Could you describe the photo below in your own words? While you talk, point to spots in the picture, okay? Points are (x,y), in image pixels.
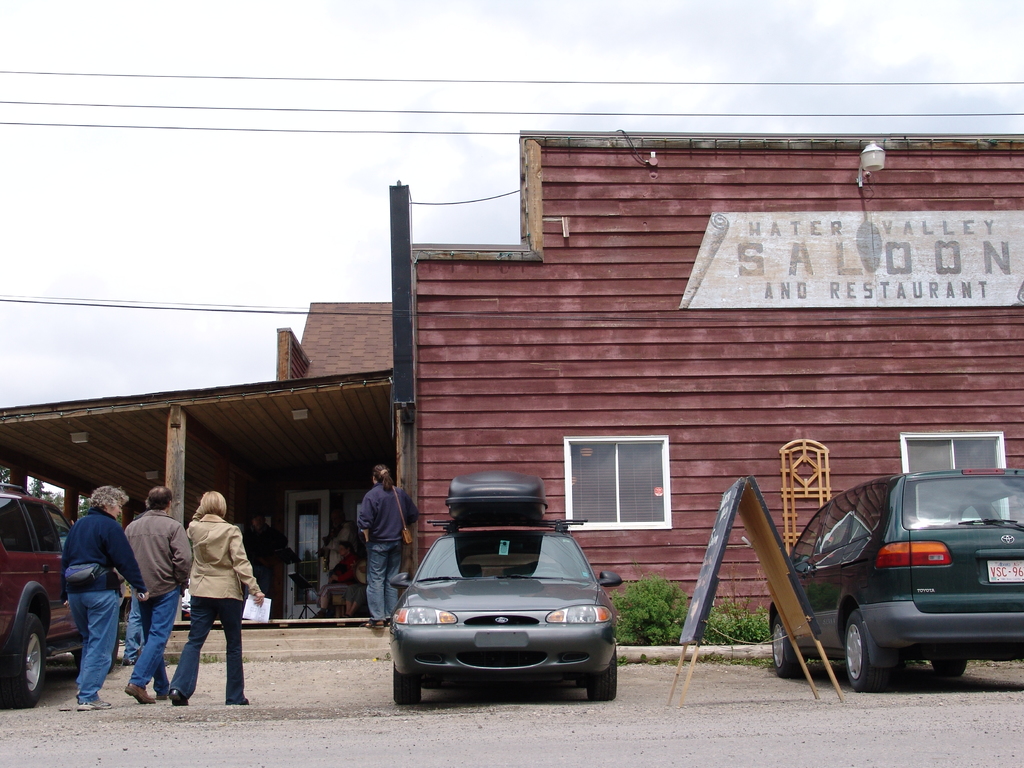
In this image we can see vehicles (867,647). There is a stand (765,566) with boards (704,575). Also we can see few people (337,541). Also there is a building (278,388) with pillars (175,481) and windows (600,466). And there are plants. In the background (254,190) there is sky (234,203) with clouds (306,222).
